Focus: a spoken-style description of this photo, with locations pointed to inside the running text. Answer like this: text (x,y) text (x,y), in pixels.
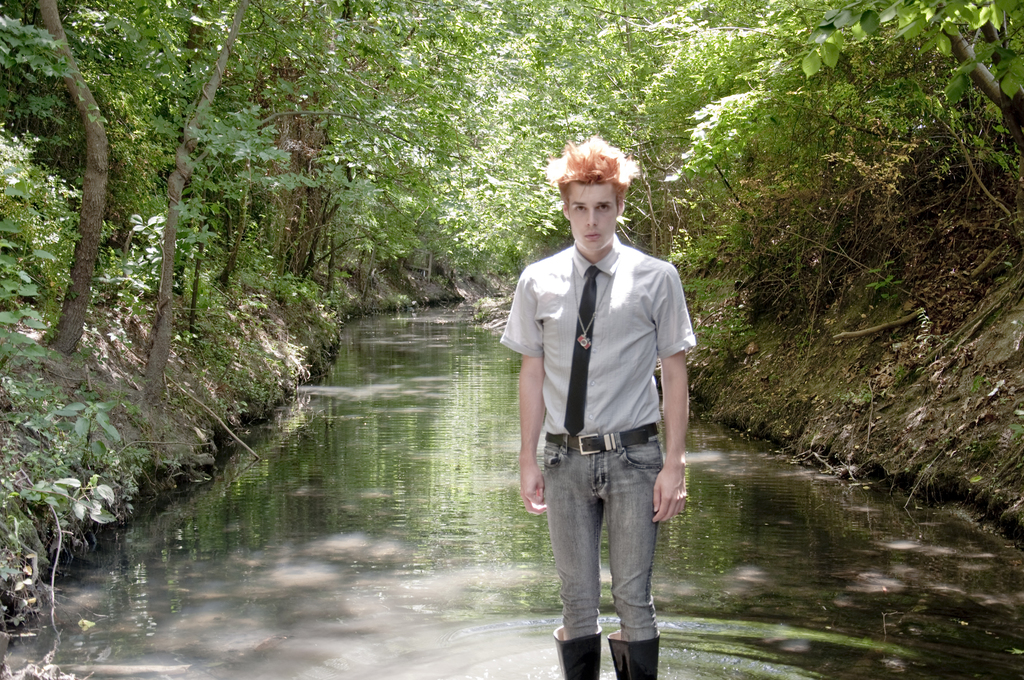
In the middle of the image (616,387) a person (577,381) is standing in the water (123,631). Behind him there are some trees (283,44).
